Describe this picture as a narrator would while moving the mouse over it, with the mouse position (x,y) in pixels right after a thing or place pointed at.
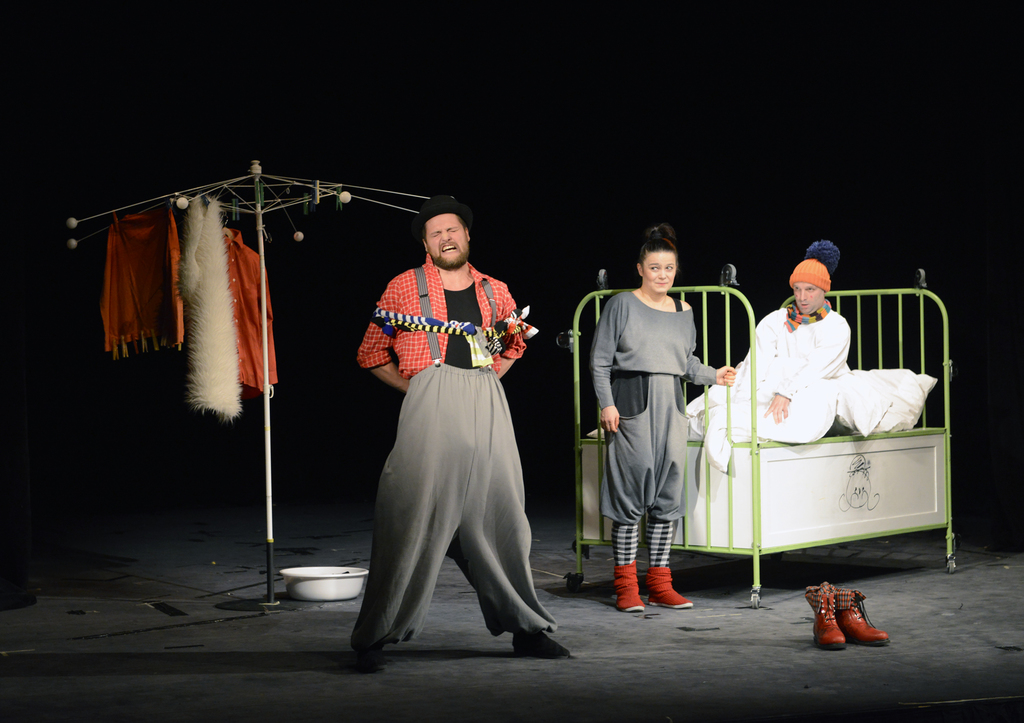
In this image I can see a person (457,405) wearing orange, black and grey colored dress (443,350) is standing and another person (666,407) wearing grey and black colored dress (652,424) is standing. I can see another person (813,356) is sitting on a bed (779,421), a pole (271,600) with few clothes (221,297) hanged to it, a white colored bowl (345,585) and a pair of footwear (864,610) on the ground (860,583). I can see the black colored background (517,429).
